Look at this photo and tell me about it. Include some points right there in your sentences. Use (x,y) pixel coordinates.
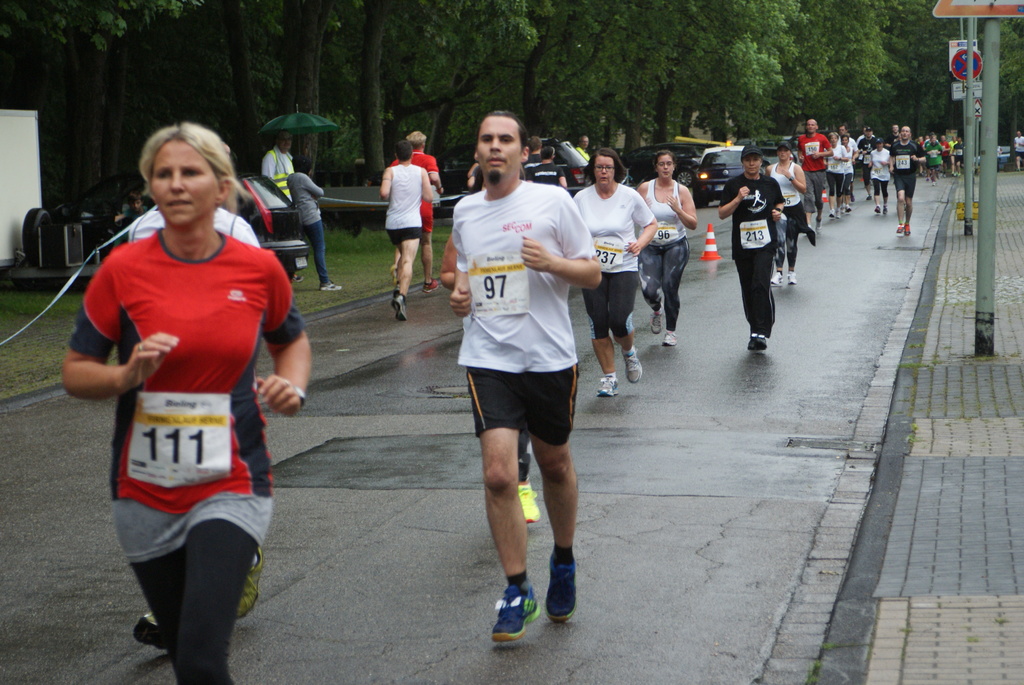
In the picture we can see some people (203,291) are jogging on the road (833,302) and beside them, we can see a path (959,249) to it, we can see some poles (989,197) with sign boards (962,72) and on the other side we can see a grass path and trees (669,64).
